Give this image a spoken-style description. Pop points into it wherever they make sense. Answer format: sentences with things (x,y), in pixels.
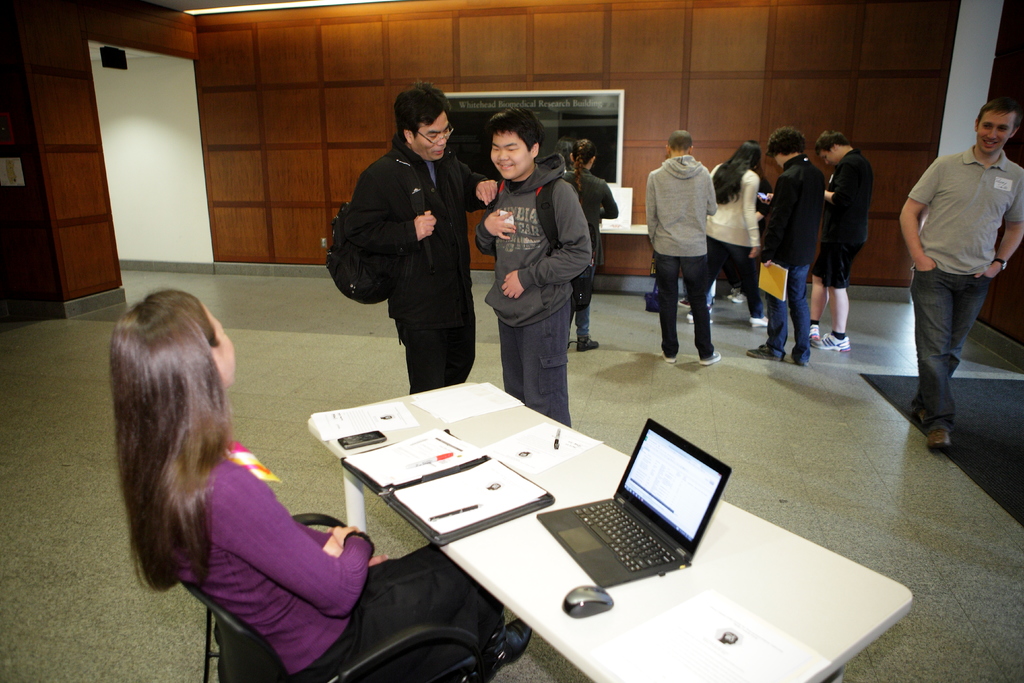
In this image we can see a woman (238,509) is sitting on black color chair (263,667). She is wearing purple color top (252,559) and black pant (407,578). In front of her one white table (509,600) is there. On table (501,565), laptop (593,551), mouse (584,596), file (426,496), mobile (370,443), papers (373,417) and pens (559,436) are there. In the middle of the image (413,236), men (381,223) and women (748,182) are standing. Background of the image (262,77) brown color wall (553,47) is there and one black screen (618,122) is attached to the wall (670,116).
